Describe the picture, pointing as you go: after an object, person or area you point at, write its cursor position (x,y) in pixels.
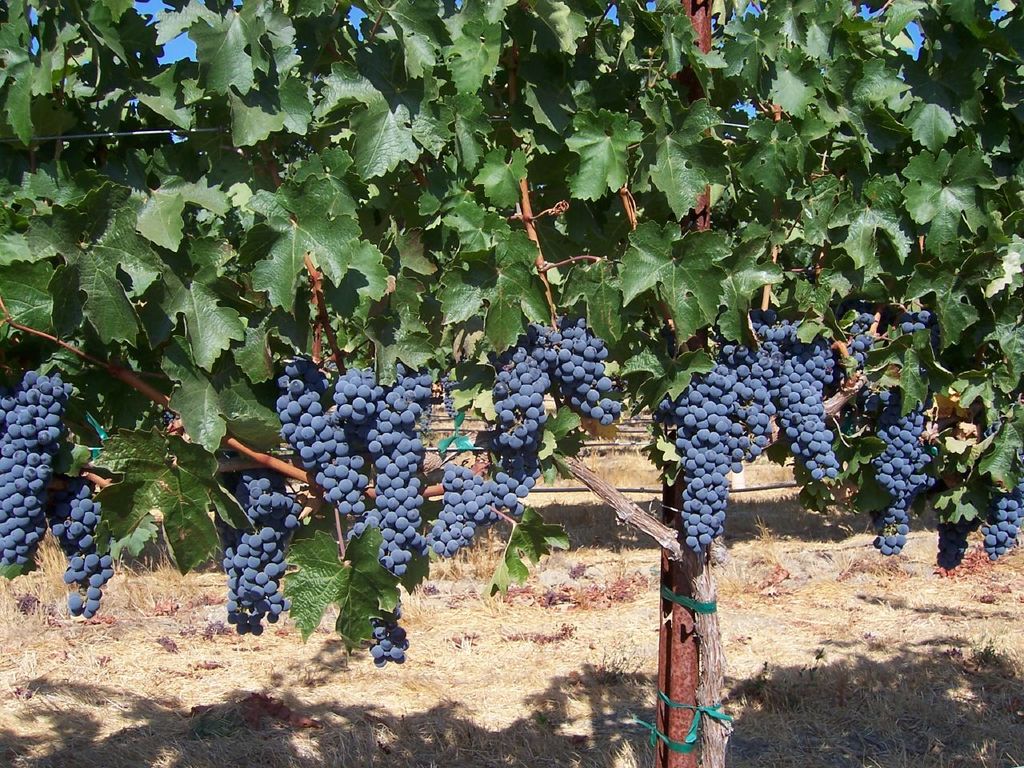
In this picture we can see bunch of grapes (295,377) on the tree (398,317), and we can find a metal rod (677,649).
